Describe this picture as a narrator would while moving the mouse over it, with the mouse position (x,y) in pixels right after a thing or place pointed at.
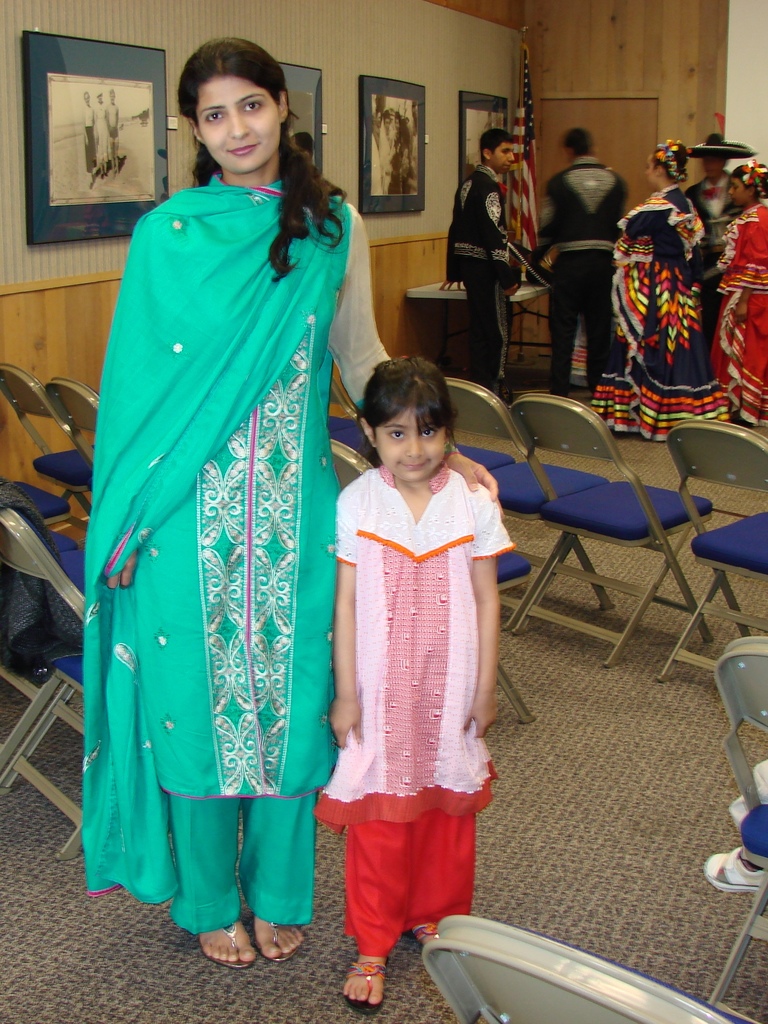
In this image there is a woman (314,541) and a girl (340,514) standing and smiling, and there are chairs (754,707), carpet (636,834), frames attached to the wall (397,29), table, flag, and in the background (706,256) there are group of people (492,278) standing.
